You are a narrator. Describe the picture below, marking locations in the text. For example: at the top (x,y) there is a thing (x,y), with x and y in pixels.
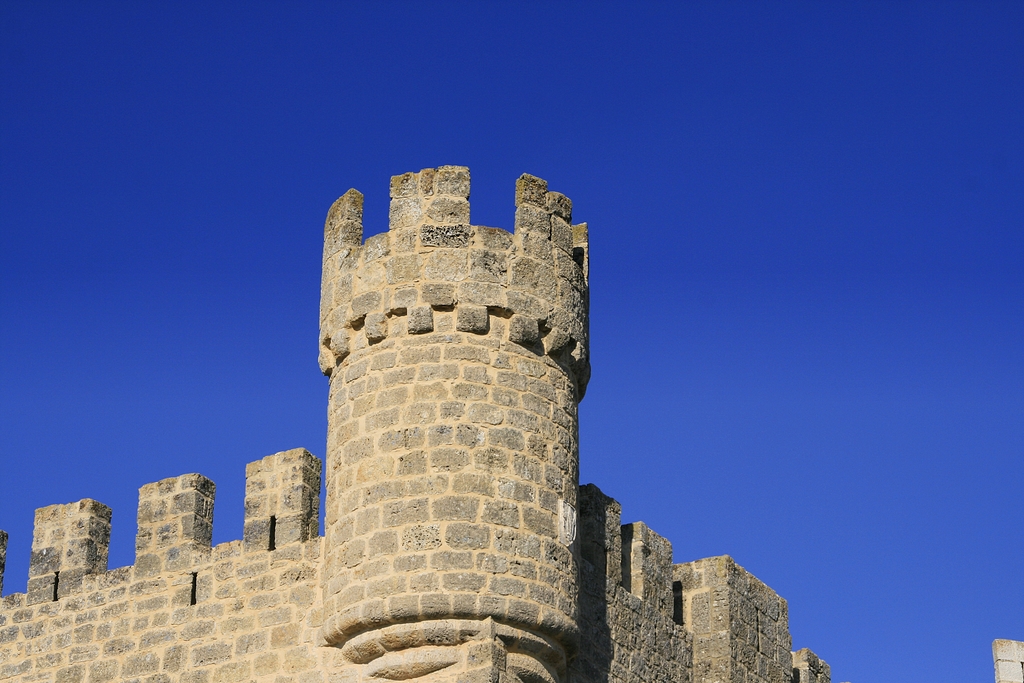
This image consists of a fort (538,617). The walls (588,625) are made up of rocks (424,469). At the top (703,169), there is a sky (615,144) in blue color.
